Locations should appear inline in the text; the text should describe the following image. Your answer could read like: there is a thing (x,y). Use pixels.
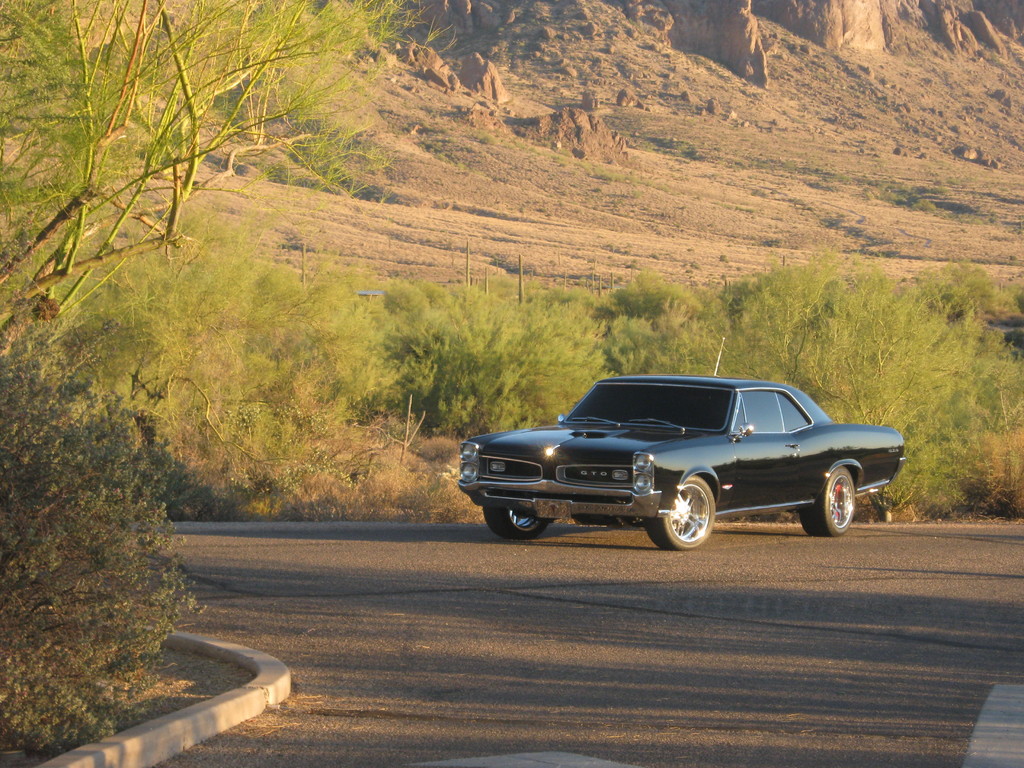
We can also see the plants (66,479), trees (90,180) and also the grass (306,483) and sand (643,56).
